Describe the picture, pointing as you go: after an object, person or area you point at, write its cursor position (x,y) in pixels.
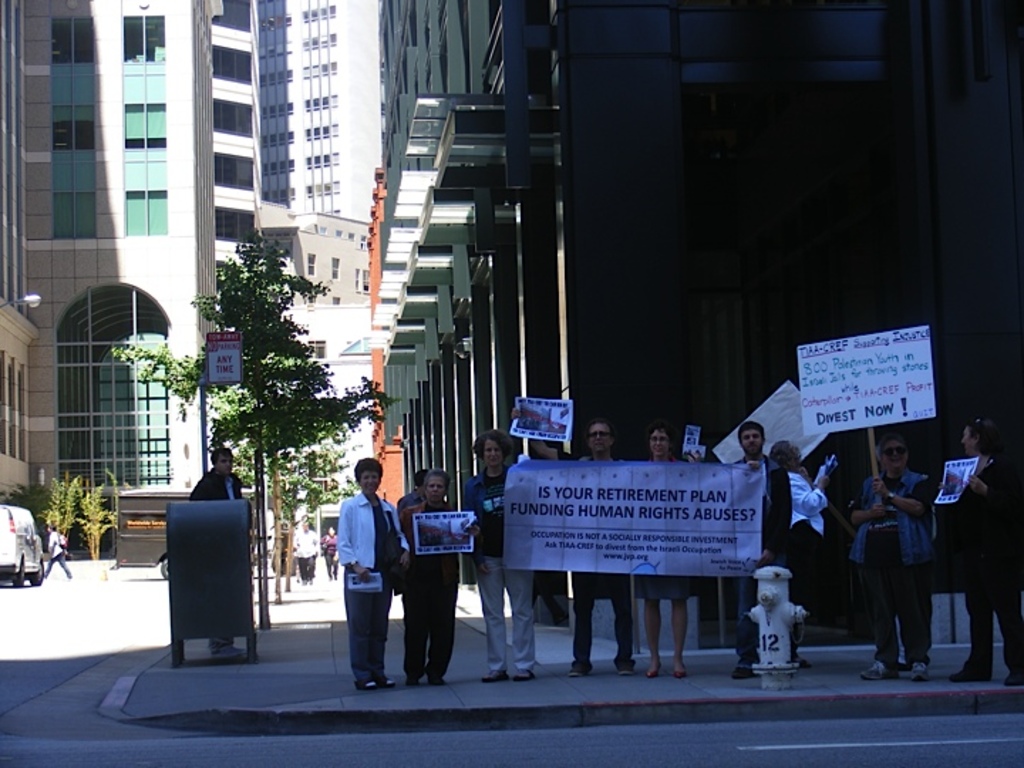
In this picture I can see the footpath (226,661) in front (712,673) and on the footpath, I can see number of people (372,513) standing. I can also see that most of them are holding papers (531,426) and boards (828,403) in their hands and I see something is written. I can also see a fire hydrant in front. In the middle of this picture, I can see the road (59,587) on which there are few vehicles (34,574) and I see few more people (197,487). In the background (257,320) I can see number of buildings (241,188) and trees (296,436).
